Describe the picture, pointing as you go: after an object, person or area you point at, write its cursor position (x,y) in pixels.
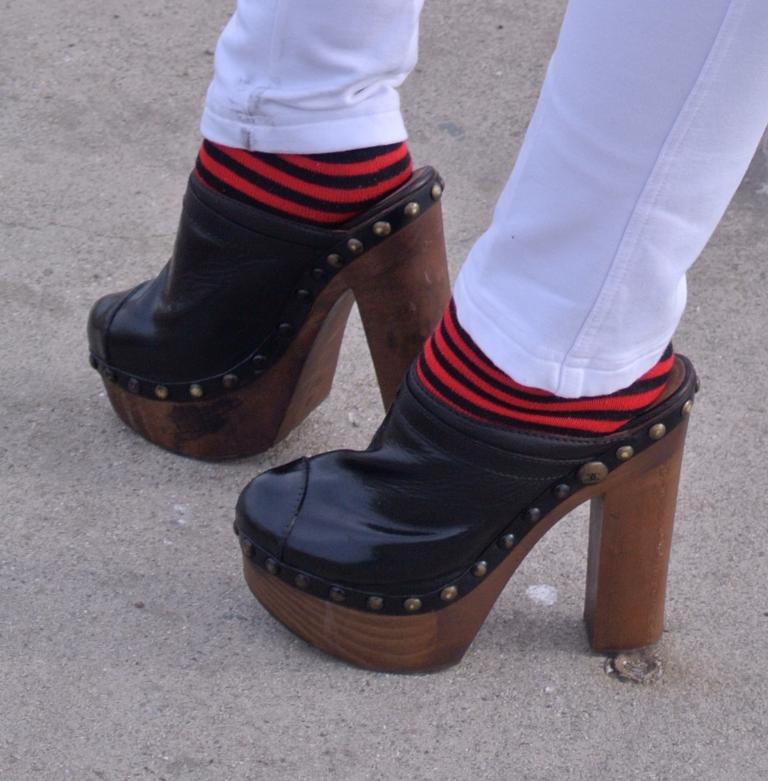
In this picture there are two legs (347,480) in the center of the image (393,437).
